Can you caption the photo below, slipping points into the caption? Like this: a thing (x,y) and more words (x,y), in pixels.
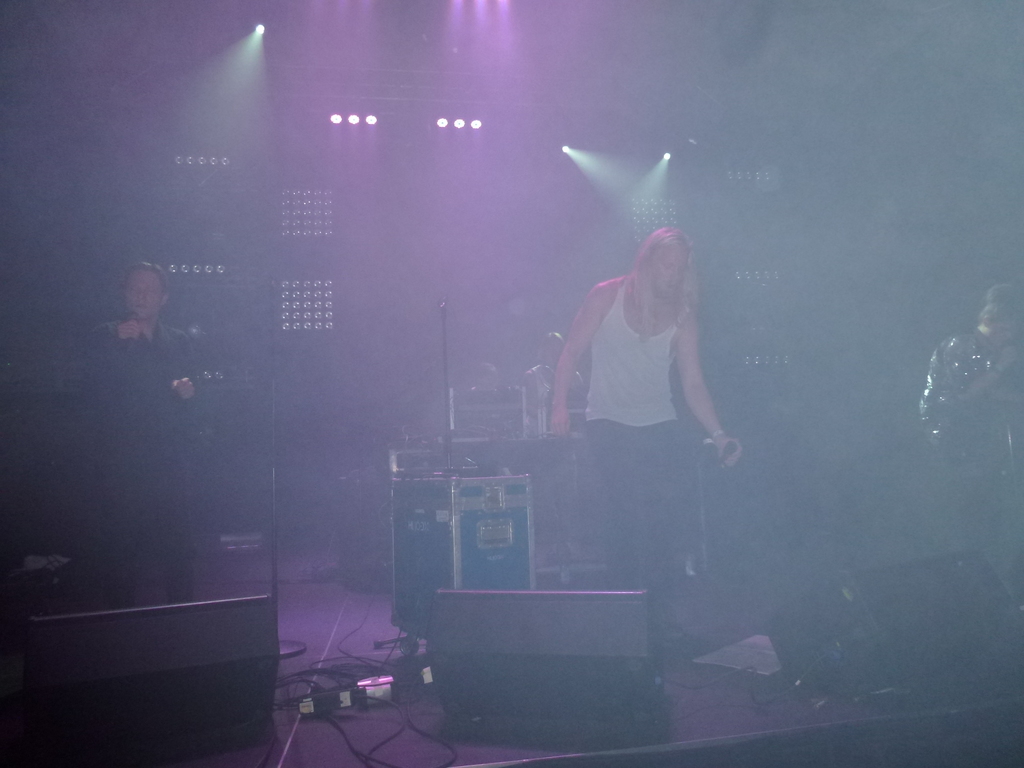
In this image we can see four persons (142,460), among them three persons (617,401) are holding the mics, we can see some lights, cables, mics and some other objects (426,600) on the stage (418,636), in the background (360,199) we can see the wall (376,172) with some focus lights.
